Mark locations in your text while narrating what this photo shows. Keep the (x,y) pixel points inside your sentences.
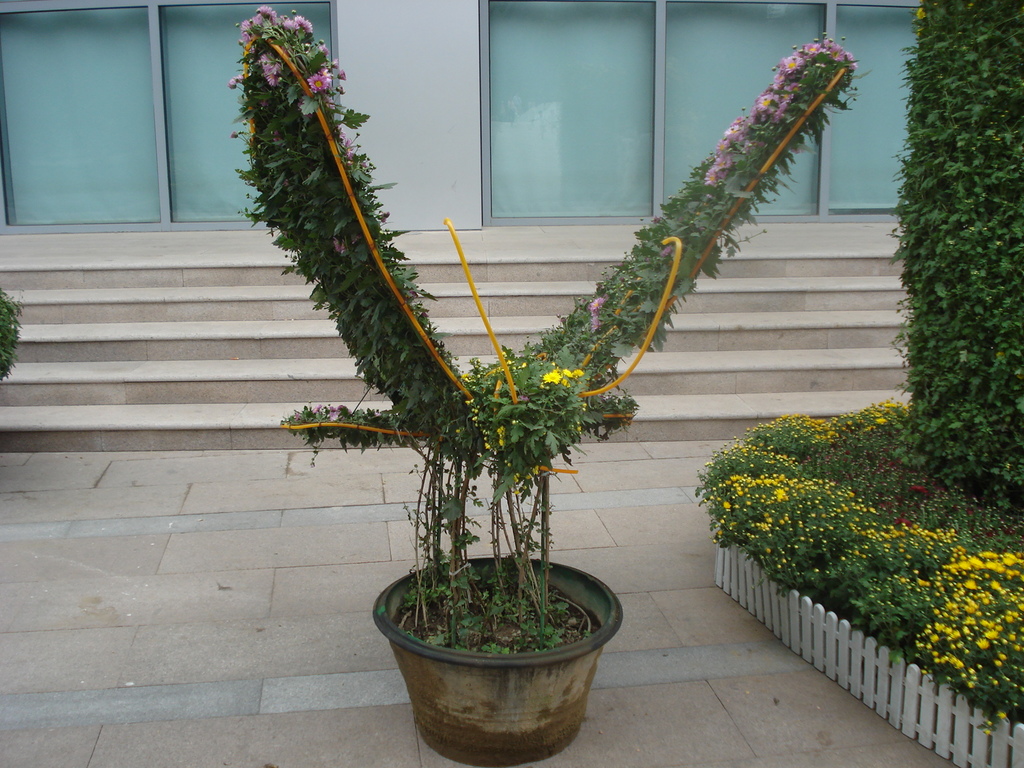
This picture is clicked outside. In the center (389,323) there is a pot (516,693) containing a plant (312,170). On the right (966,157) we can see the plants (976,614) and a white color fence (806,642). In the background (405,1) we can see the wall (428,103) of a building (418,178) and the stairs (678,317) and also the windows (657,44).
